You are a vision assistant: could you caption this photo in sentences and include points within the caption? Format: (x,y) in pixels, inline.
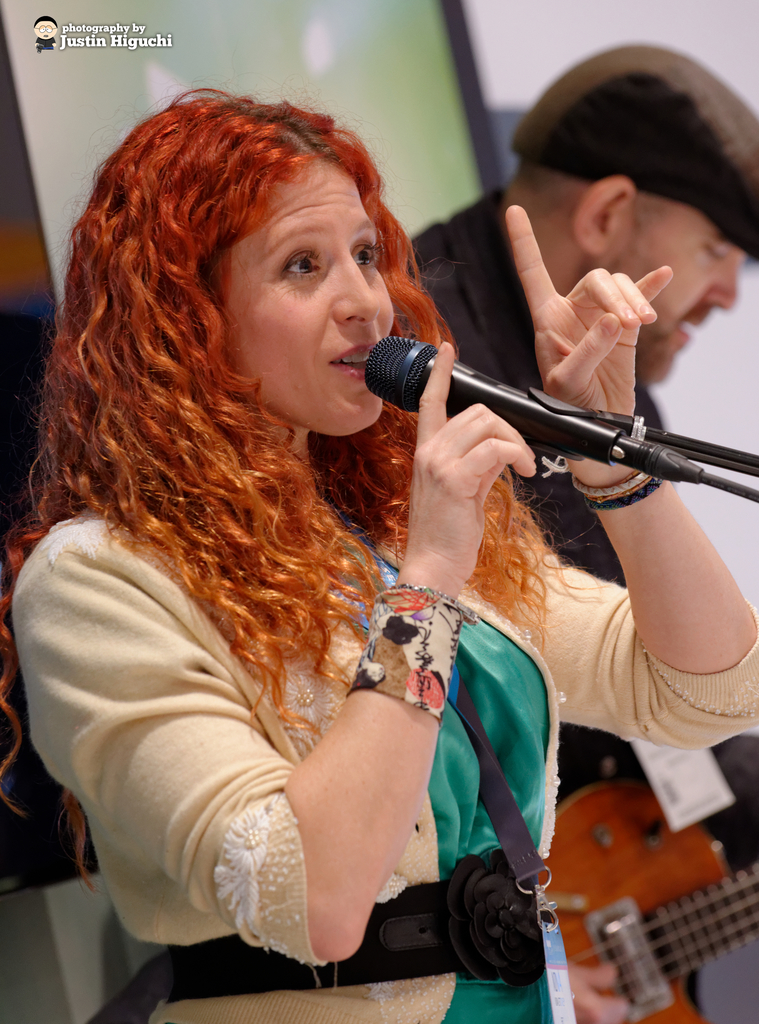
This woman (327,473) holds mic (416,394) and talking. This woman (296,530) wore a jacket (202,886). Far this person (581,122) is playing a guitar (673,931) and wore cap (645,128).
